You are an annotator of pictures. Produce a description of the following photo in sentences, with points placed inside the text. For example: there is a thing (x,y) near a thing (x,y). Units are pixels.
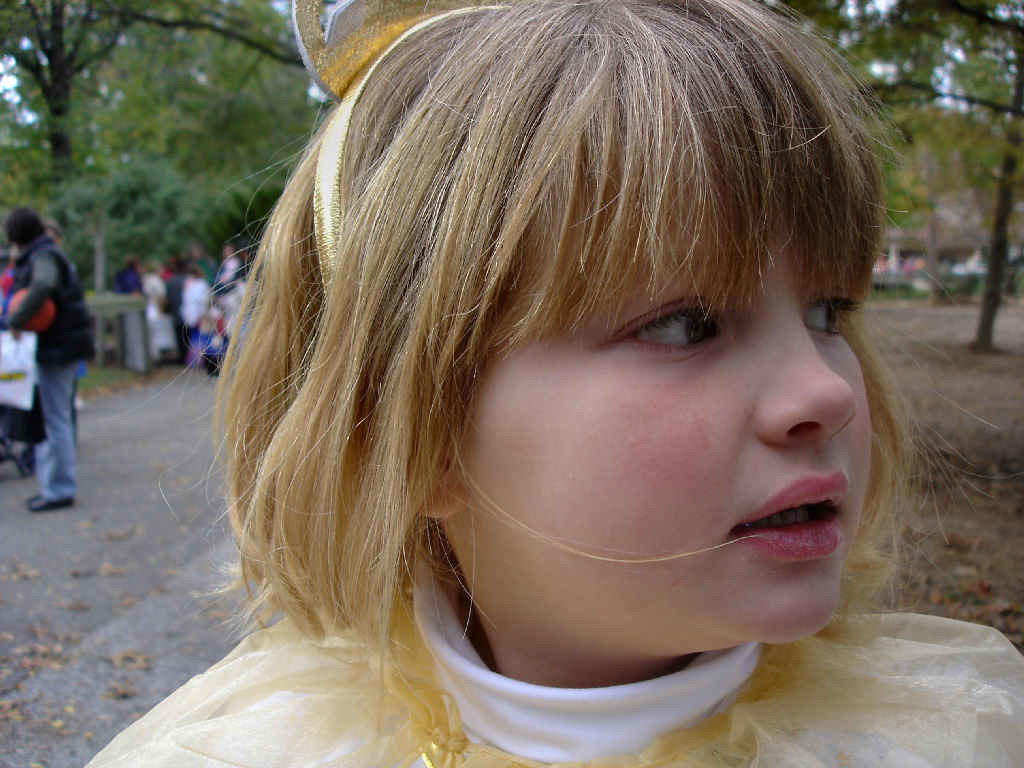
In this image there is a girl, there is the road (172,525), there are dried leaves (127,685) on the road (55,574), there are persons (186,283) on the road (72,553), there is a man (66,339) holding an object (26,350), at the background of the image (127,164) there are trees (250,123).
